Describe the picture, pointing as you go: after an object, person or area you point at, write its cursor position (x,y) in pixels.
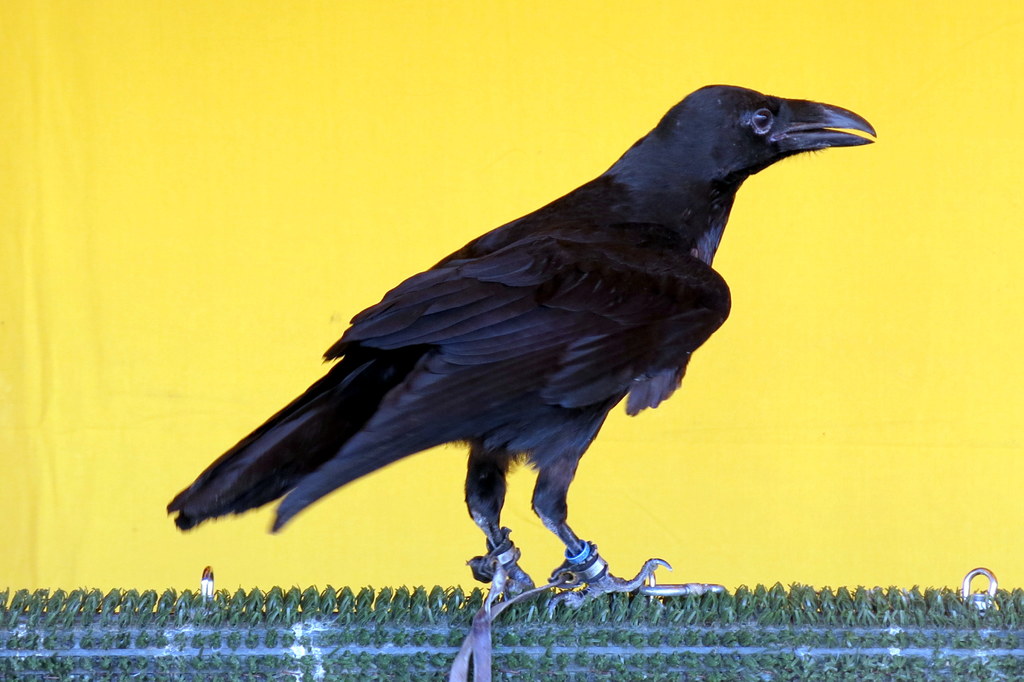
In this image I can see the black color bird (587,357) on the green color surface (570,632) and there is a yellow color background (441,483).
